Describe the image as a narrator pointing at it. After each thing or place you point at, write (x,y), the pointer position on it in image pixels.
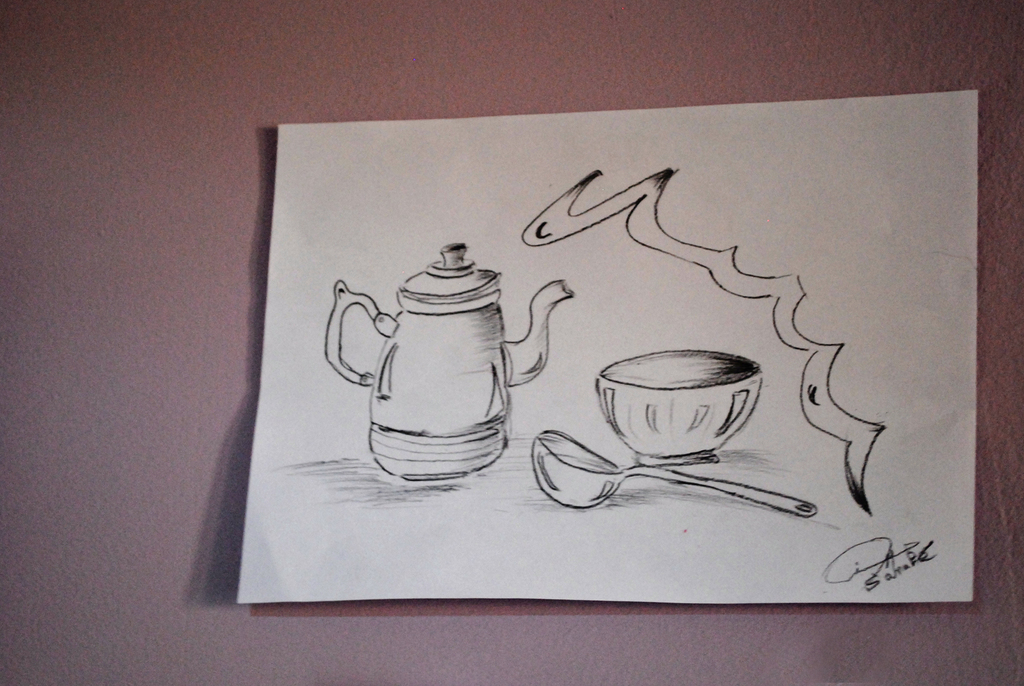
In this image there is a paper (500,562) on the wall (480,14). On the paper (495,466) there is painting (511,389). There is a kettle (455,416), beside there is a bowl (717,434) and spoon (557,485). Right bottom of the paper (889,582) there is some text (882,562).
